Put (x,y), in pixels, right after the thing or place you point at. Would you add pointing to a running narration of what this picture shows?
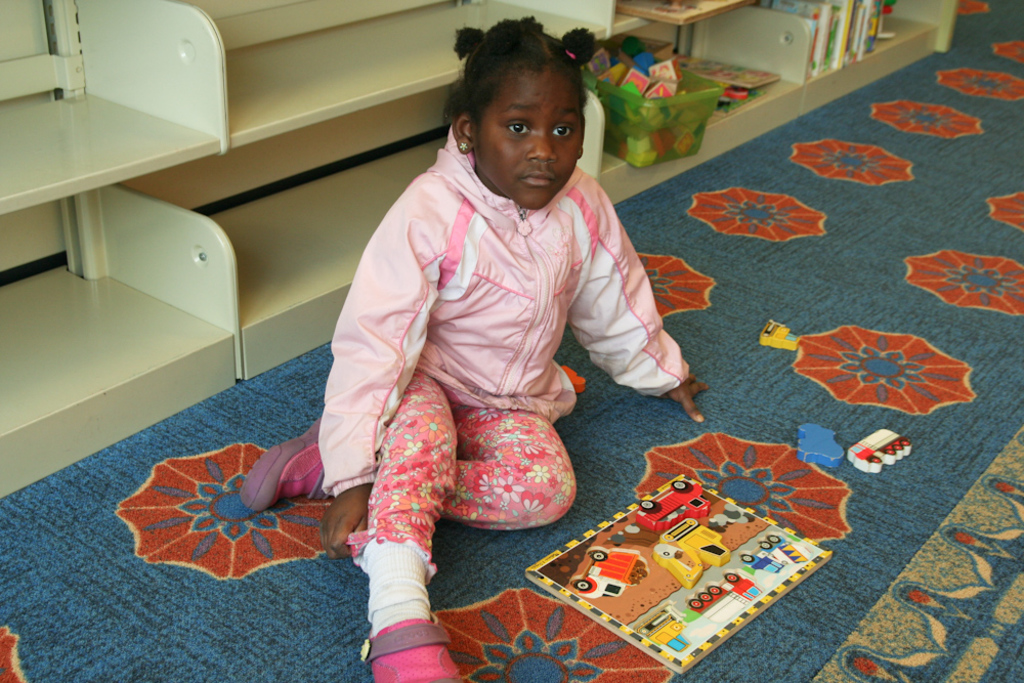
In this image I can see the person (488,513) sitting on the floor mat (664,458). The person (464,328) is wearing the pink color dress (420,331) and also shoes (307,487). There is a game board (619,579) in-front of the person (639,301). In the back (261,117) I can see the cream color rack (306,177) and there are baskets (643,127), boards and some objects (611,72) in it.
